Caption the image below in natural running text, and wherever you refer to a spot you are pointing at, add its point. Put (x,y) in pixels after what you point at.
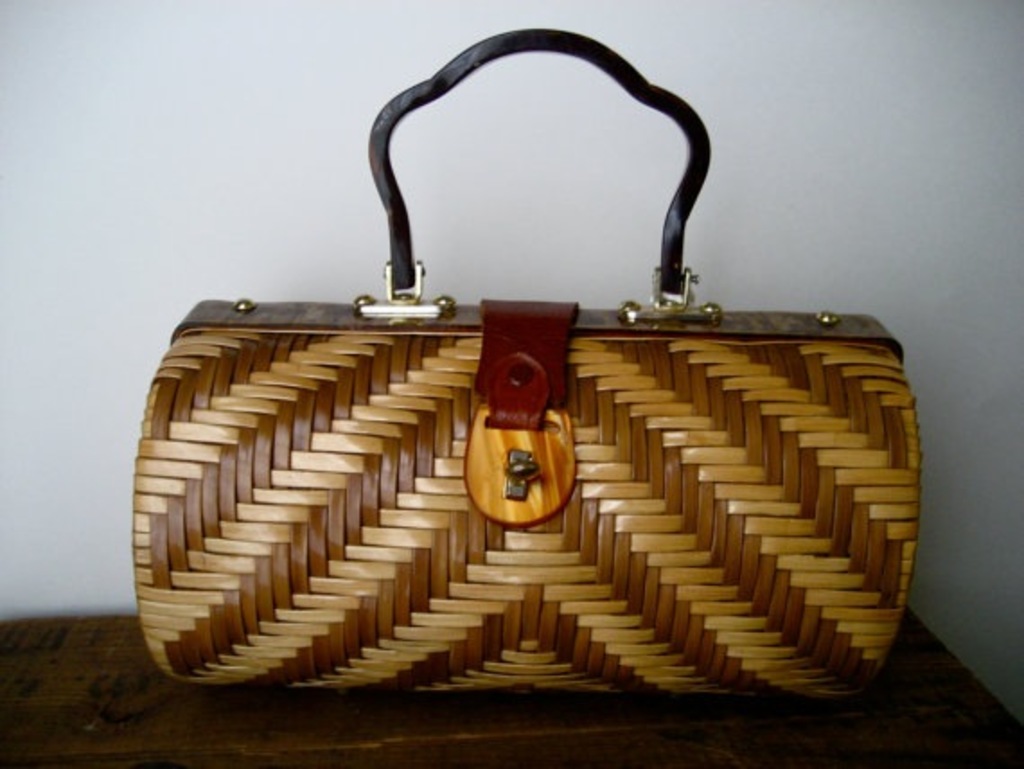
I can see a brown color handbag (554,449) in this image.
